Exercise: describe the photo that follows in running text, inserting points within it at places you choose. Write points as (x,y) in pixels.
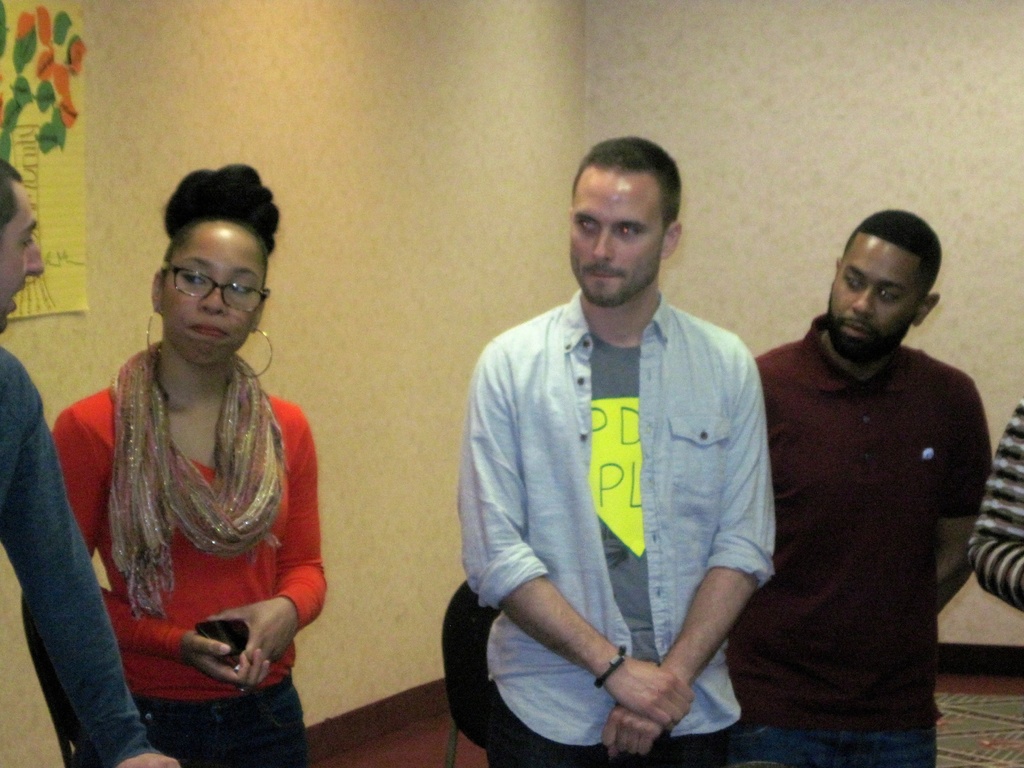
In this picture I can see few people (277,482) are standing and I can see a poster (58,291) on the wall (62,318) and looks like a chair (449,688) in the back (490,704) and I can see wall (440,212) in the background (712,157) and a woman (167,650) holding a mobile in her hand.
